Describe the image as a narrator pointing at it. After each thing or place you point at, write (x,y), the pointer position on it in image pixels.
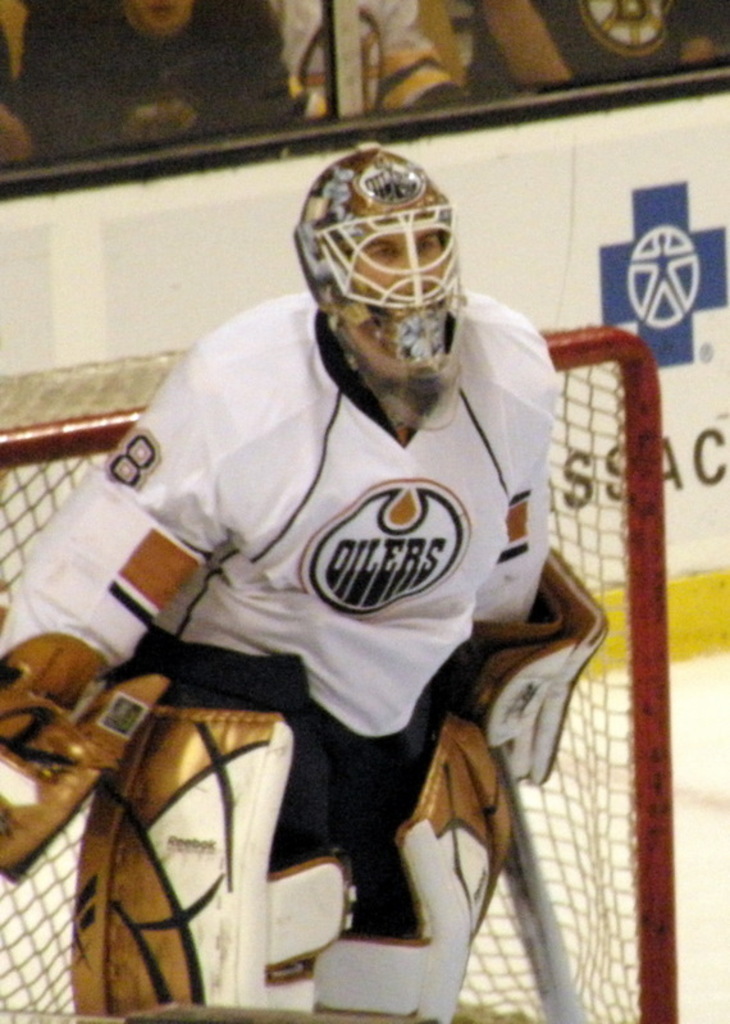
In the middle of the picture (351,573), the man (345,629) in white T-shirt (396,509) who is wearing a helmet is standing. Behind him, we see a net (596,767). I think, he is playing ice hockey. Behind him, we see a board (511,171) in white color. Behind that, we see people (282,50) sitting on the chairs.
